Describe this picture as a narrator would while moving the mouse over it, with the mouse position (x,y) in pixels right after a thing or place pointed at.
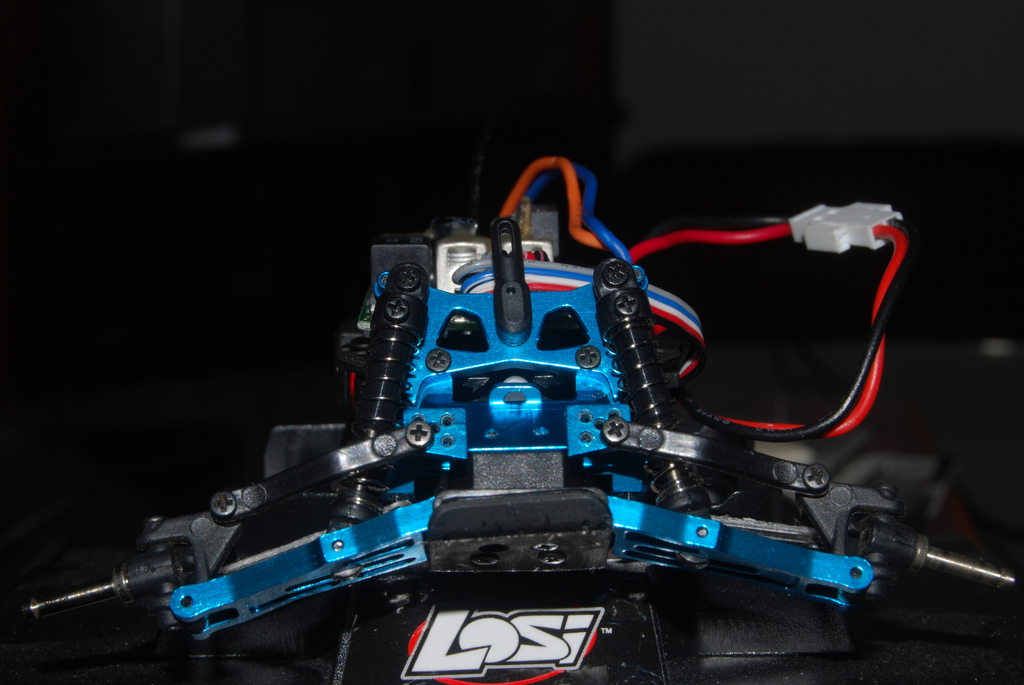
This is the picture of a electronic device (171,565) to which there are some wires (770,223) and some other objects (638,362).
